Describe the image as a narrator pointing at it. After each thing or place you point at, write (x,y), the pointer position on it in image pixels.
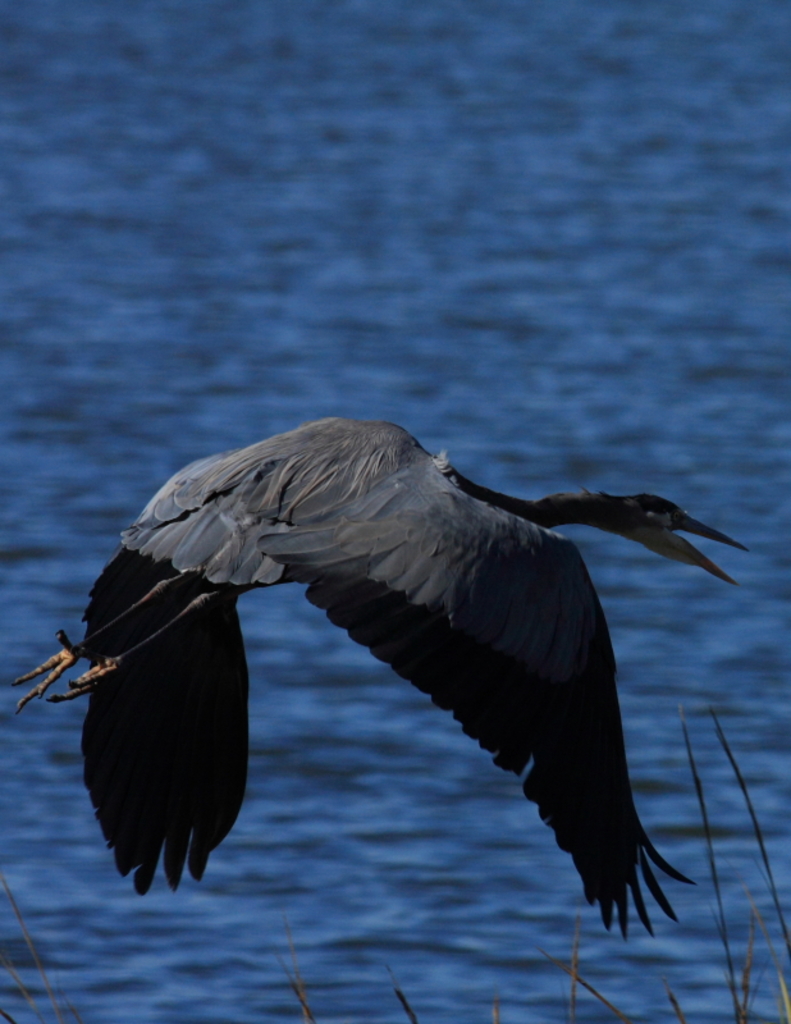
In this image we can see a bird (498,662) is flying and it is grey and black in color. In the background of the image (272,962) we can see water body (677,299).
